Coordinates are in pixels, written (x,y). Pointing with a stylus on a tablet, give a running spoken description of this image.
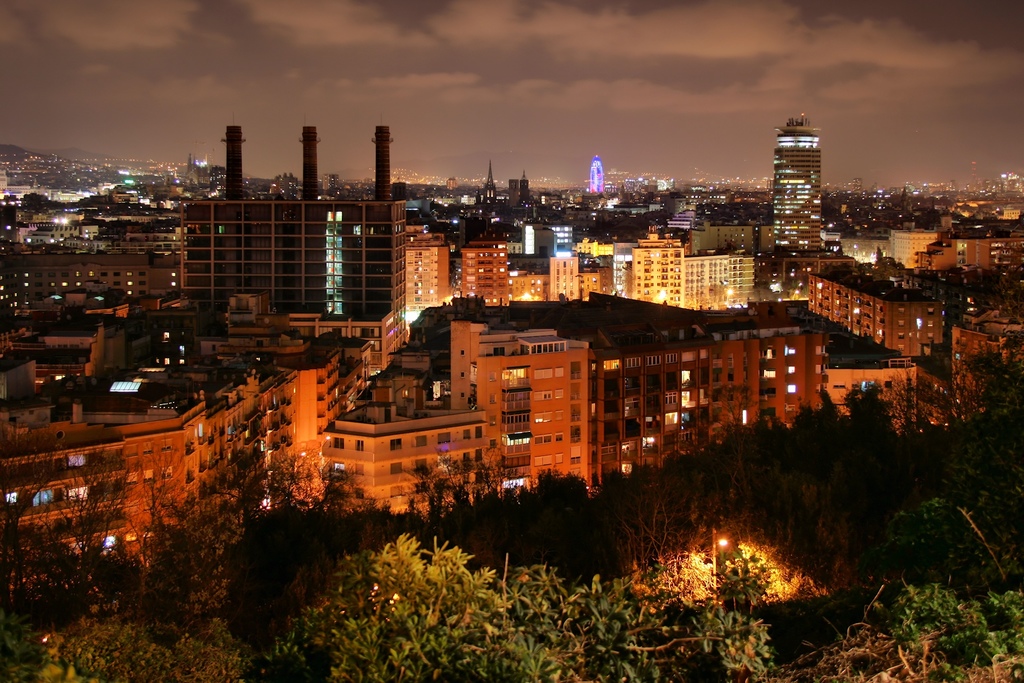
In the center of the image (441,438) there are buildings (576,404). At the bottom of the image (219,573) there are trees (423,637). At the top of image (610,65) there is sky (803,106) and clouds (348,77).
